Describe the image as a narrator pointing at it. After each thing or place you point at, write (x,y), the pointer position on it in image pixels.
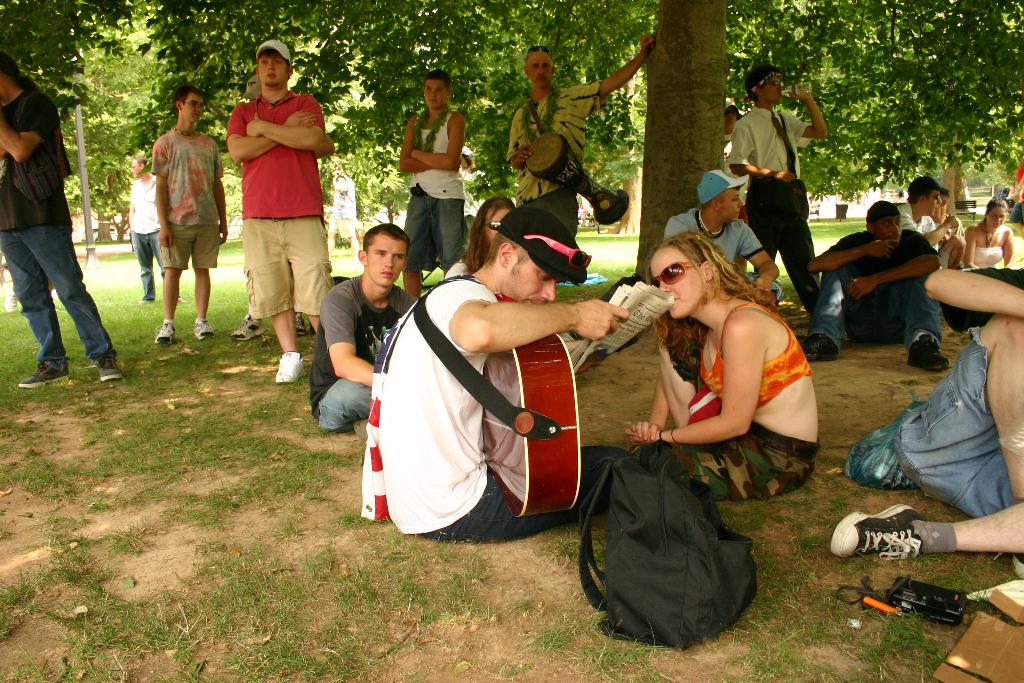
This image consists of a group of people (943,532) sitting and few of them standing and there is a person (555,116) who is leaning towards the tree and holding an object (551,166), there is one person (581,268) sitting on ground (583,236) holding a guitar (555,425) and reading newspaper (635,326). there is a black bag (654,577) on the ground (322,487).
